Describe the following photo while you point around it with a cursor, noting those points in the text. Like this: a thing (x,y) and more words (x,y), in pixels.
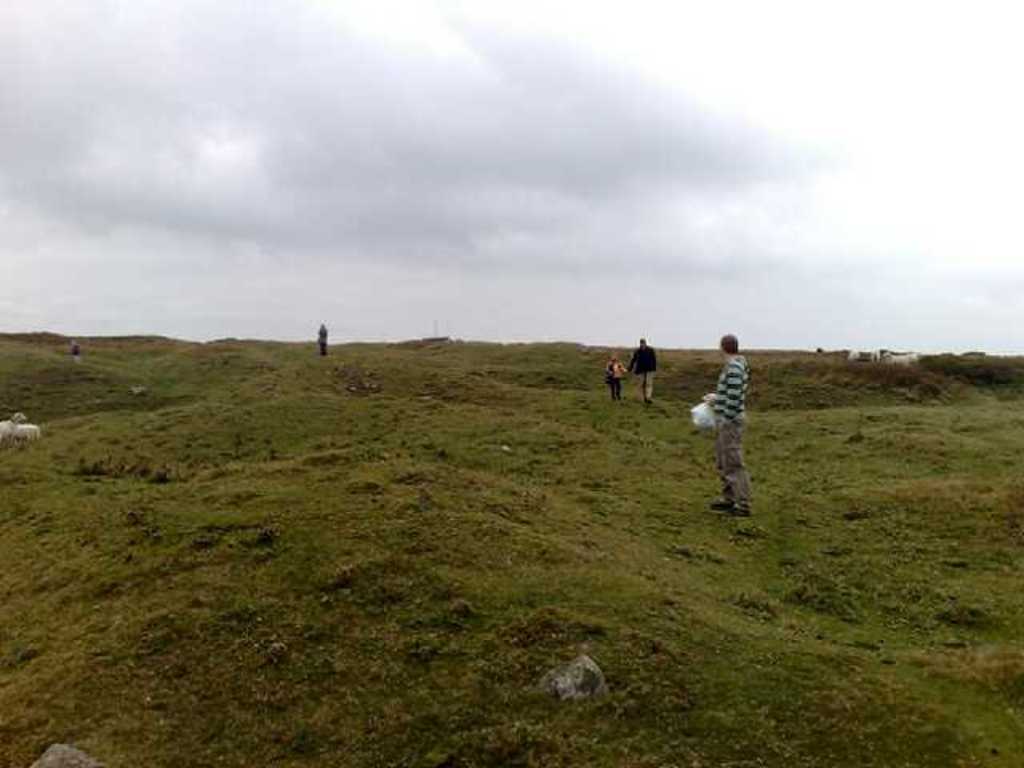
In front of the picture, we see a man (734,364) is standing. He is holding a white plastic bag (701,414) in his hands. Here, we see two people (611,382) are walking. In the background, we see a person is standing. On the left side (3,424), we see the dogs (11,436) or sheep (17,423). On the right side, we see the cows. At the top (529,117), we see the sky (699,227).
